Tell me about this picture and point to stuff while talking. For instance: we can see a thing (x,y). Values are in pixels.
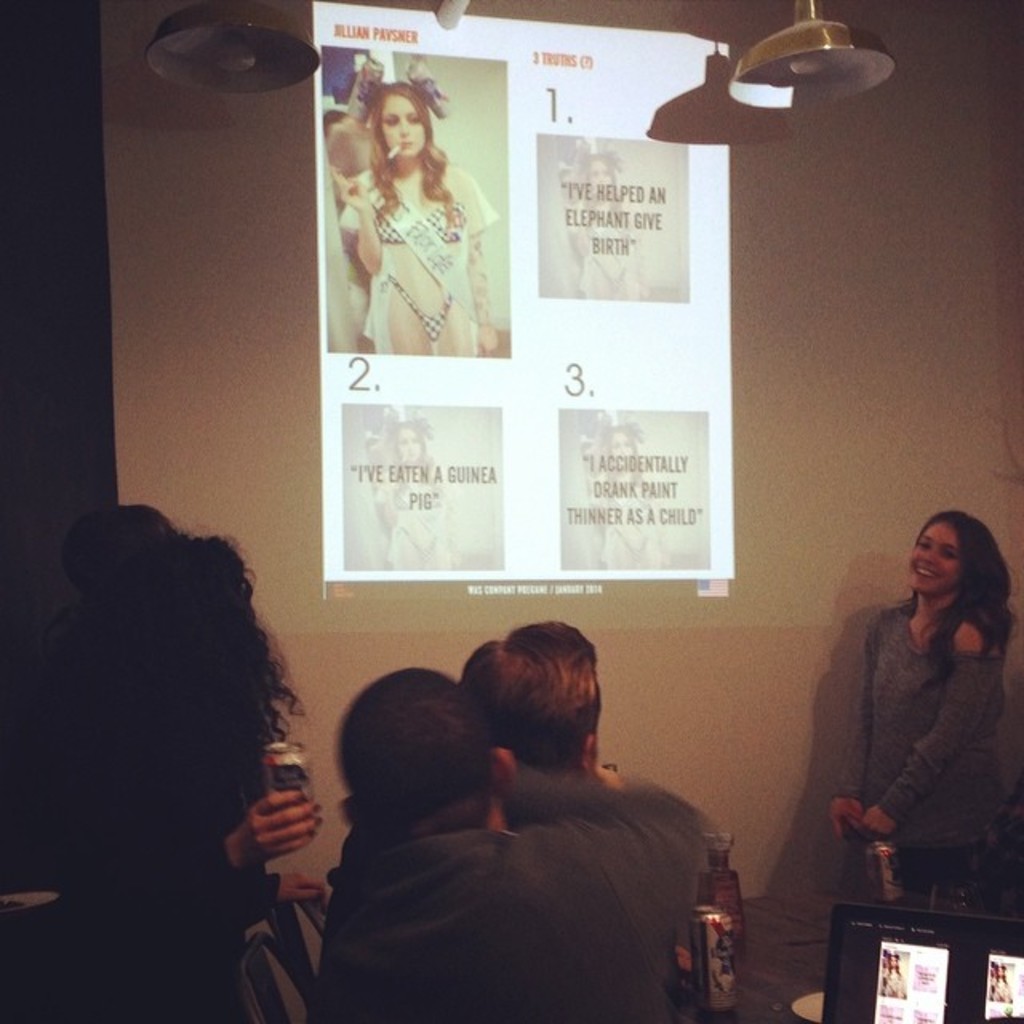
At the bottom of the image (407,895) there are people (422,792). In the background of the image (558,35) there is a projector screen (704,272). At the top of the image (751,98) there are lights (740,72). To the right side of the image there is a woman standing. At the right side (717,1013) bottom of the image (765,927) there is a table (745,906) on which there are many objects (727,933).
